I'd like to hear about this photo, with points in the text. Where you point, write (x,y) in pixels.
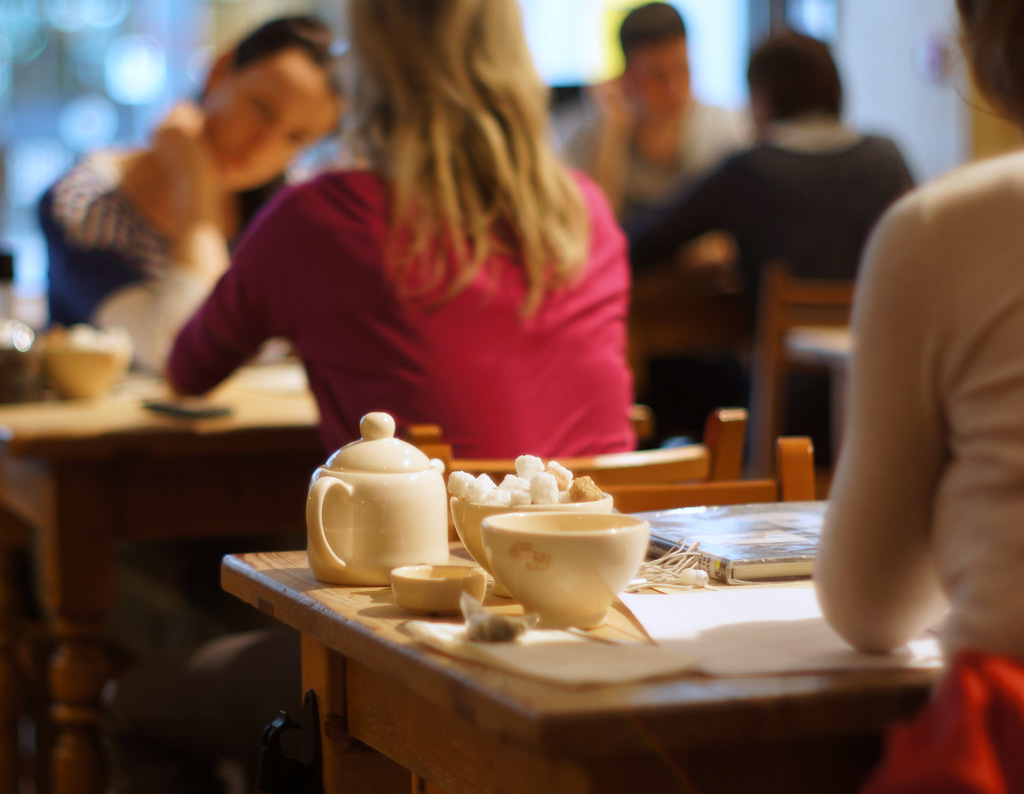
In this picture these persons (807,153) sitting on the chair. We can see table (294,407). On the table (643,588) we can see bowls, kettle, book (784,543), headset (655,572), paper (728,606). We can see chairs (773,322).
